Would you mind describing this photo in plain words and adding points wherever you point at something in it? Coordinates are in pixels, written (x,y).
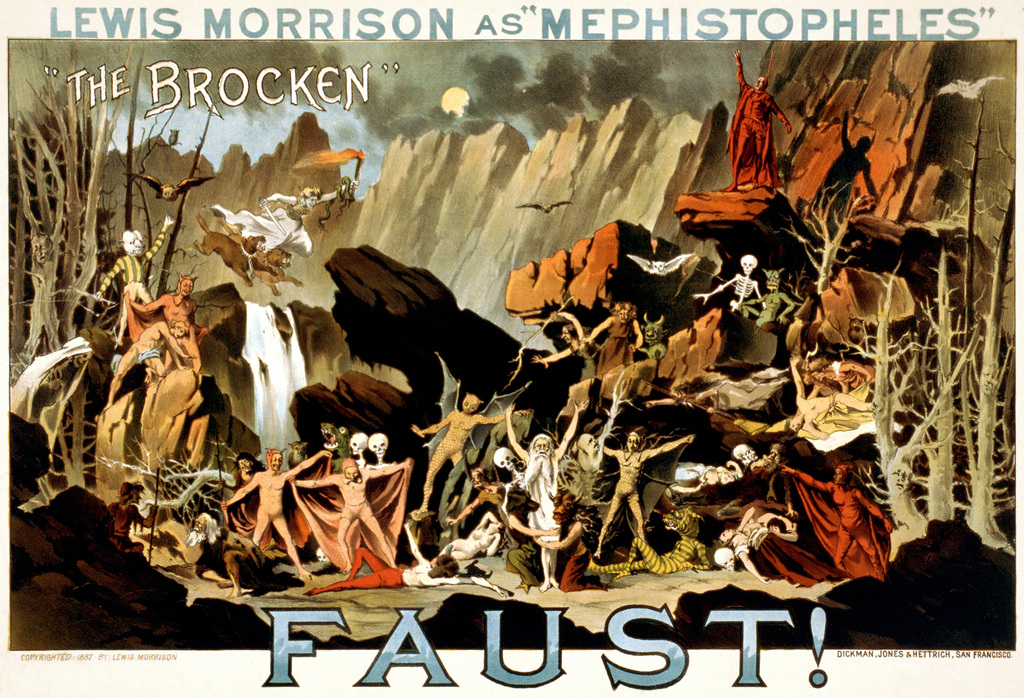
This is an animated painting image where we can see a person (579,524) and skulls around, also there are some letters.
